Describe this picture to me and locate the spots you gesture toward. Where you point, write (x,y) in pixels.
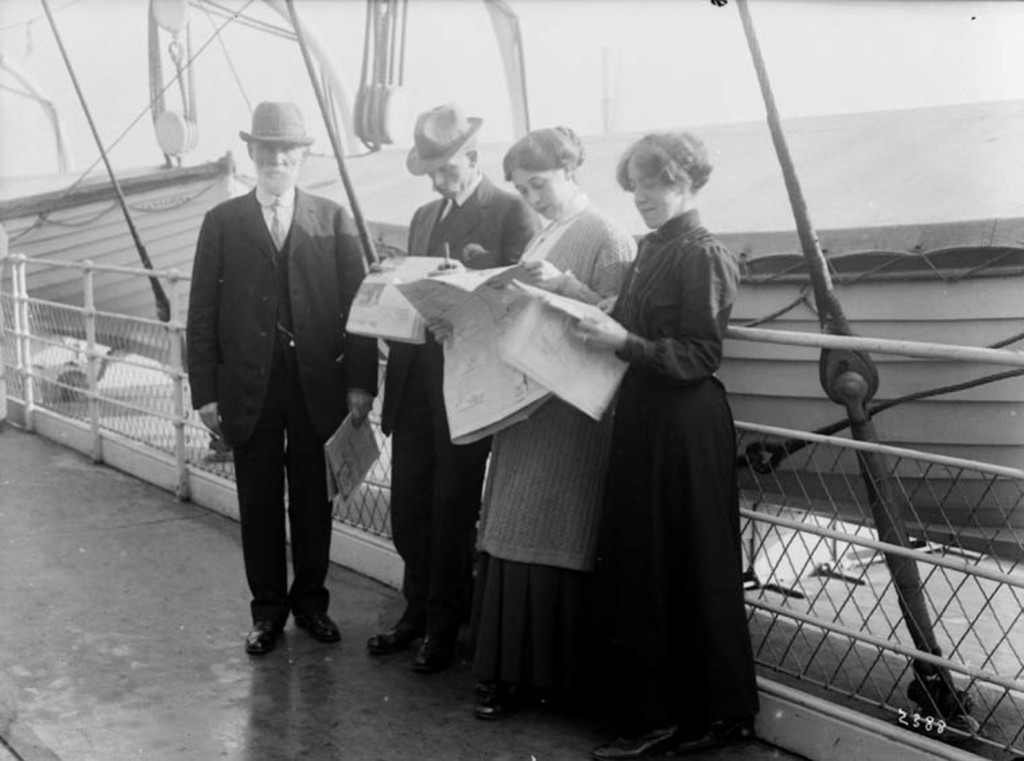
This is a black and white picture. In this picture we can see four people (455,250) holding papers (596,310) with their hands (596,326) and standing on the floor (147,642). In the background (152,293) we can see rods (821,267), fence (180,368) and some objects (129,301).
